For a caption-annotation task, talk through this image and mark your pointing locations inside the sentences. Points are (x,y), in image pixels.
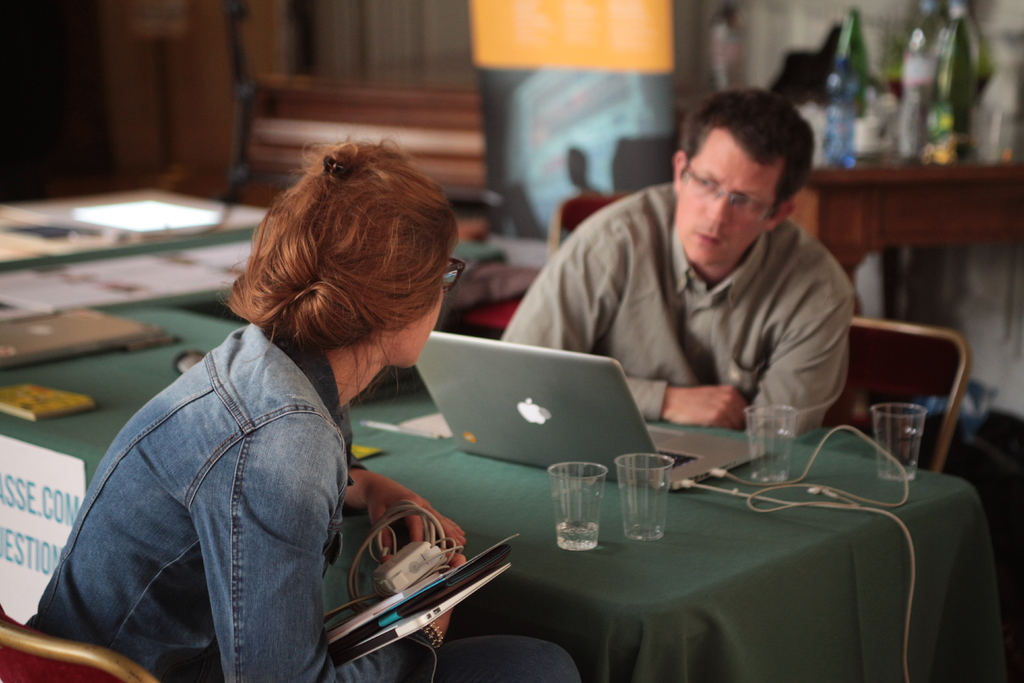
In the image we can see there are two people (841,355) who are sitting on chair (877,394) and there is a laptop (621,407) on the table (655,422) and there are four glasses (766,431) near the laptop (659,444).
